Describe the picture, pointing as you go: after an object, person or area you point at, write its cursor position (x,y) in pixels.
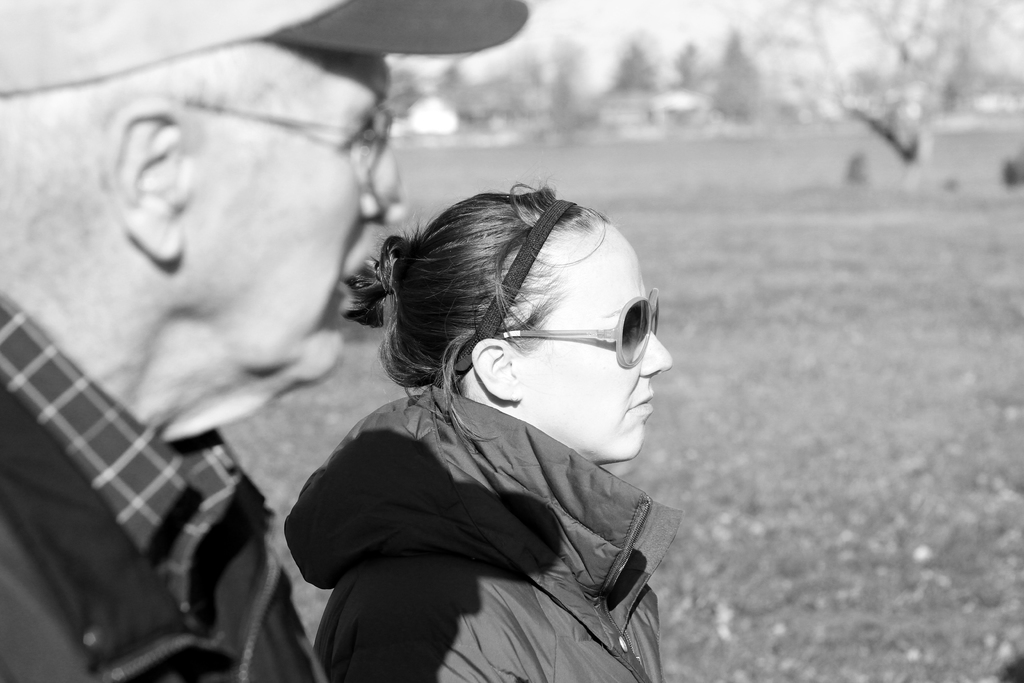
This is a black and white image in this image there is a men (114,294) and a women (475,432).
